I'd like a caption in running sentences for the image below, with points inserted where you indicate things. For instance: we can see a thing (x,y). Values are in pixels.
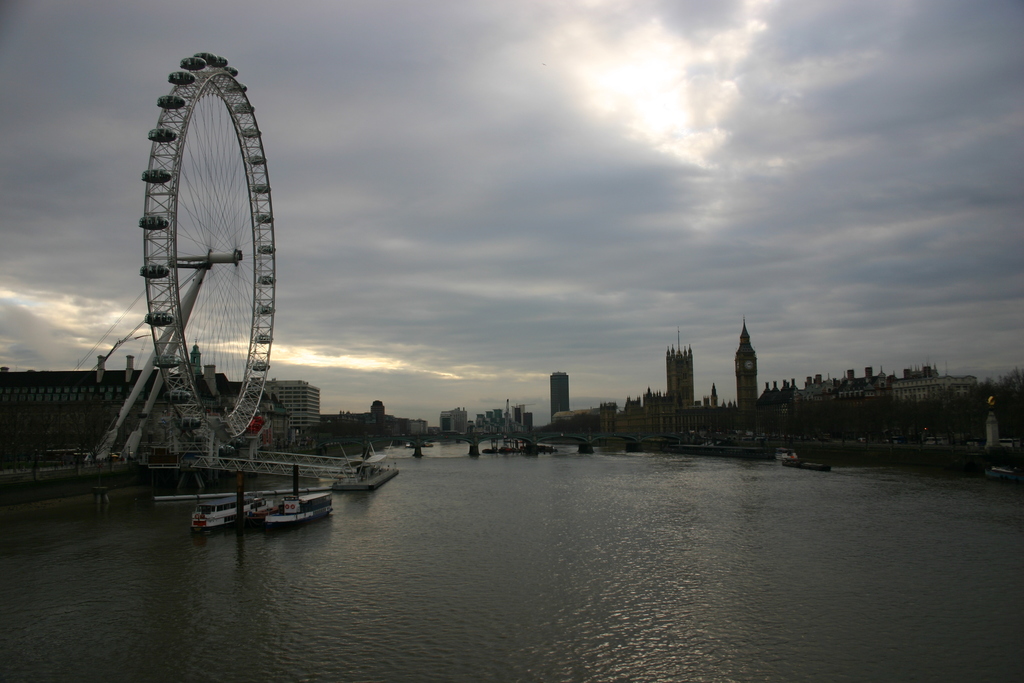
In this image there is a giant wheel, buildings (216,378), water (493,458), boats (284,505), cloudy sky (609,232), railings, trees (1023,393) and objects (992,397).
